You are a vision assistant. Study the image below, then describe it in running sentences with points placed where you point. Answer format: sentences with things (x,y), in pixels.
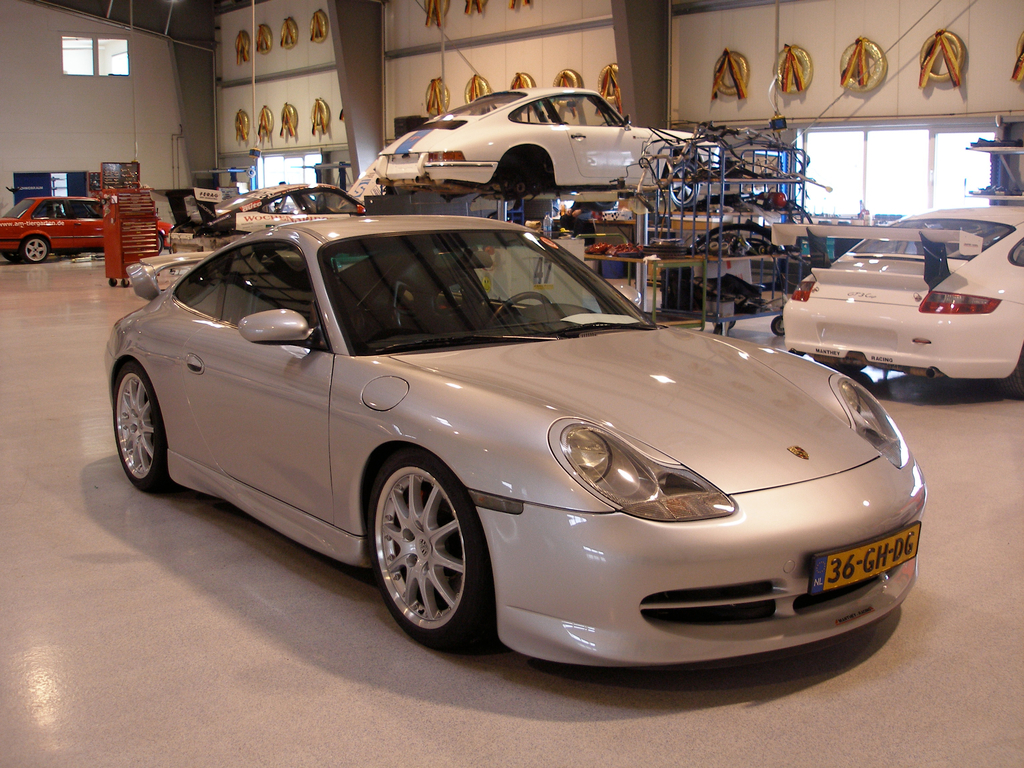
In this picture we can see cars (724,578) on the floor (969,398), rack (728,323) and in the background (22,71) we can see windows (120,49), wall (124,117) and some objects (865,67).
